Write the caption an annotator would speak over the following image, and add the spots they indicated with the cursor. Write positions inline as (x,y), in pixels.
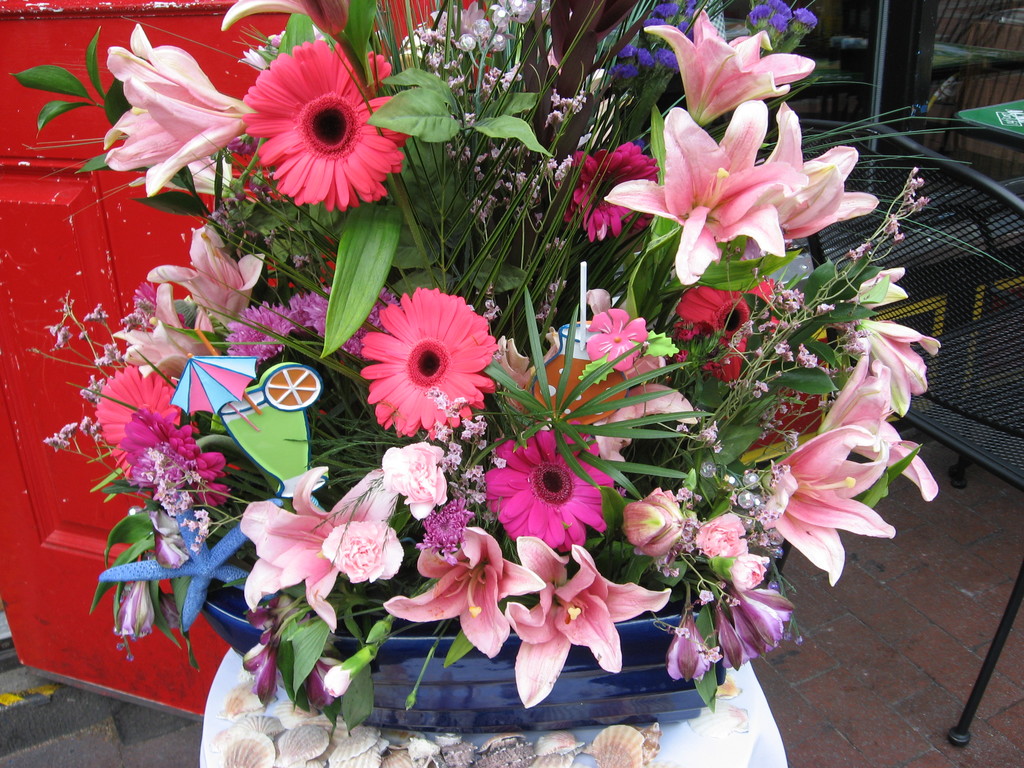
In front of the image there is a flower pot (480,703) with flowers (472,372) and leaves (498,444) in it, behind the flower pot (466,698) there is an object (158,685) and there is a chair (975,353), behind the chair (826,257) there are chairs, tables (982,114), metal rod (876,65).
